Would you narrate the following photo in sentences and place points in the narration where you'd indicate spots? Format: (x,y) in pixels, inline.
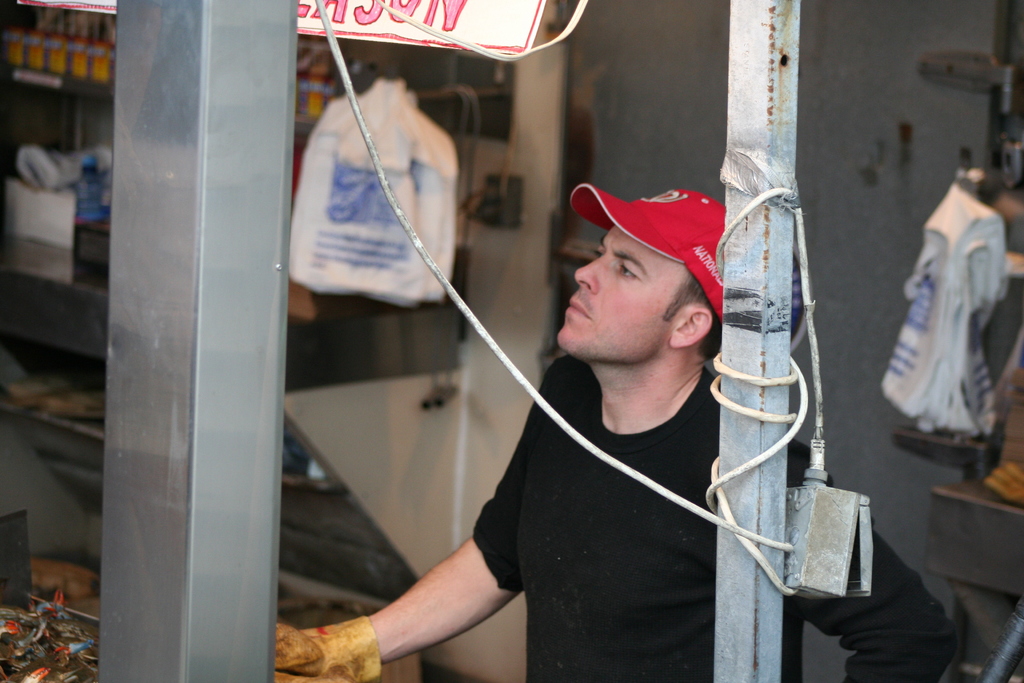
In this image, we can see a person (700,479) in black t-shirt (615,564) wore gloves (360,659) and cap (715,292). Here we can see few poles (205,622), wires (758,418), some box (797,540). Background (683,135) there is a wall (595,168), few objects (398,320), cover (954,344), some machine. Top of the image (488,35), we can see some board (449,22).
